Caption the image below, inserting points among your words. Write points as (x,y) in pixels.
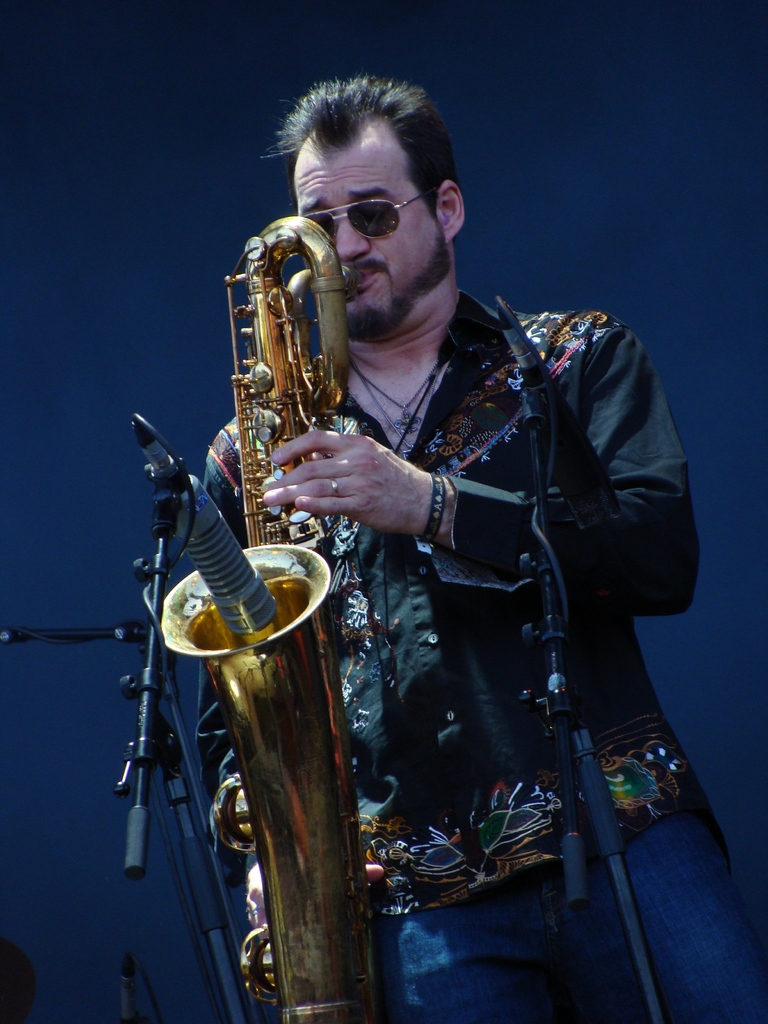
In this image I can see the person (409,869) standing and playing the musical instrument (303,364) and I can also see the microphone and I can see the dark background (713,718).
